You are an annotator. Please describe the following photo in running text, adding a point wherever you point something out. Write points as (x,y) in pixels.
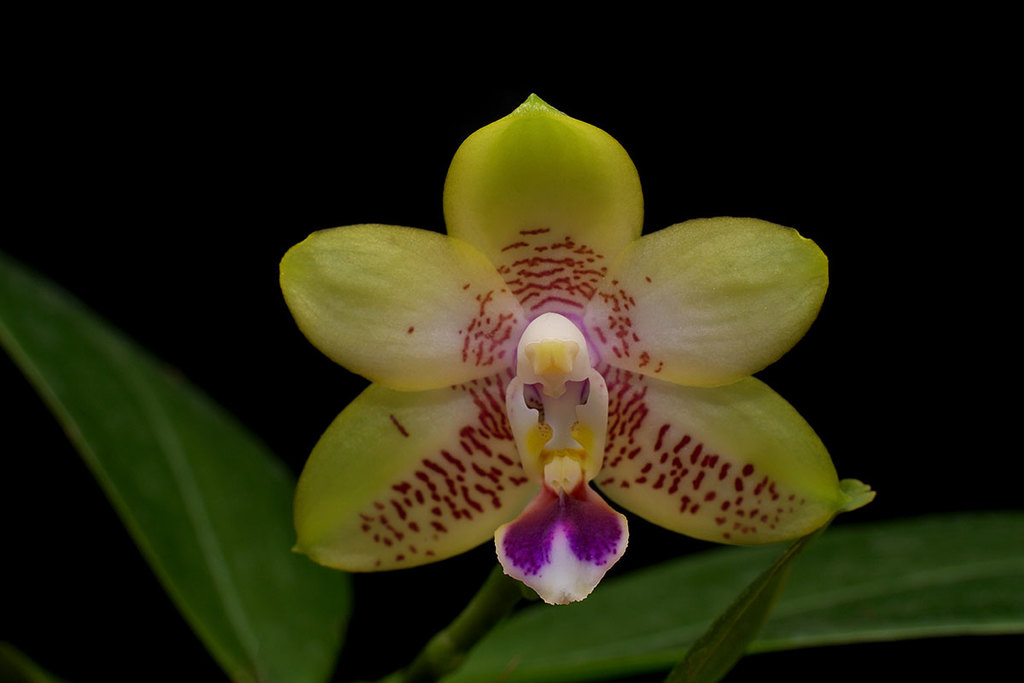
In this picture we can see flower (335,466) to the plant (272,491).
